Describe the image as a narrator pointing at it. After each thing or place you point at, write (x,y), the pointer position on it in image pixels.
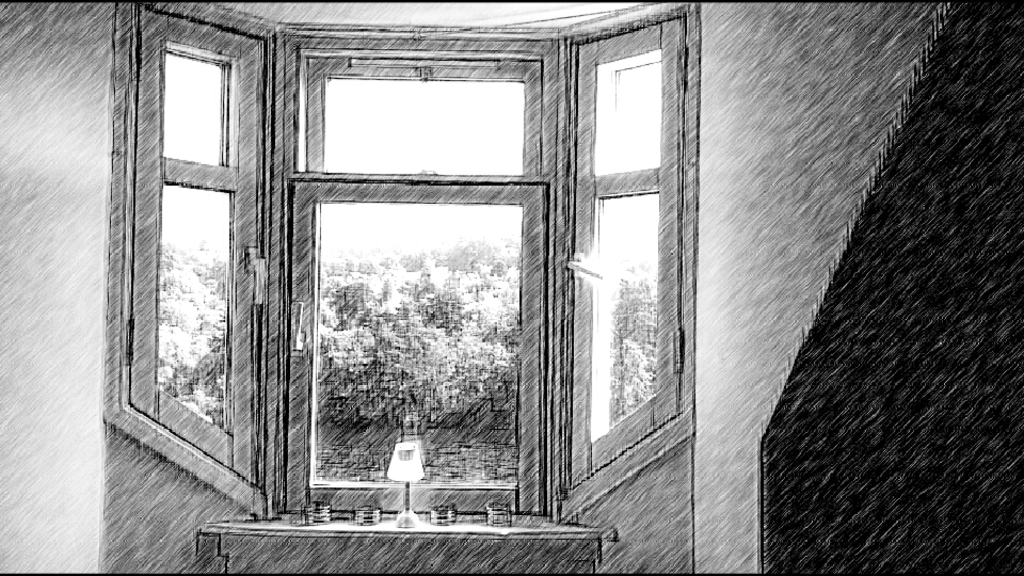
I see the depiction picture where I can see windows (501,170) and the wall (755,227) in front (608,511) and I see a thing (409,512) on the bottom of this image (311,521).
